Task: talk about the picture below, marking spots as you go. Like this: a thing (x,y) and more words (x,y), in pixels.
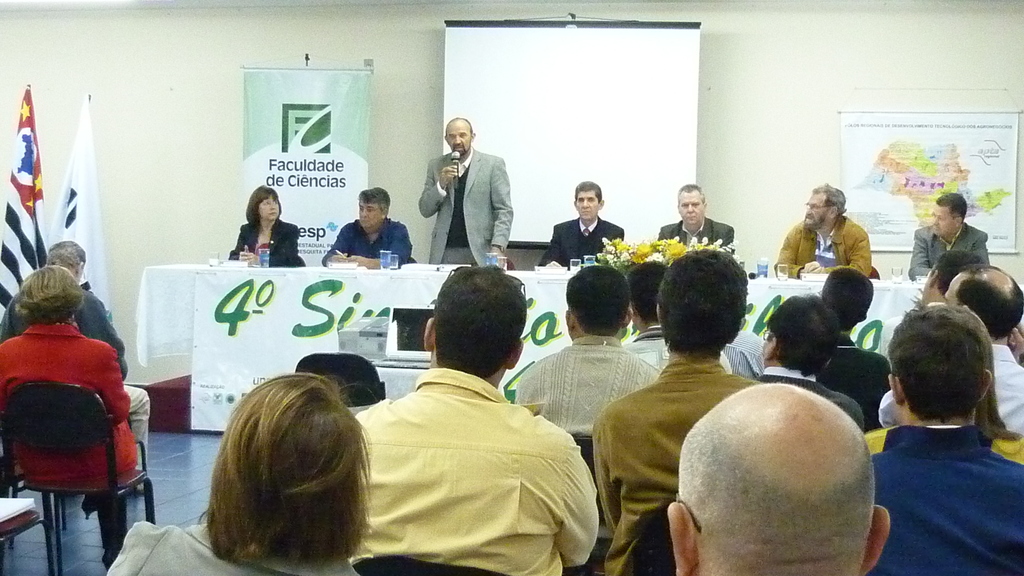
In this image i can see a group of people (318,480) sitting on a chair (70,395) at the back ground (979,250) i can see a few people (825,261) sitting and a man (498,240) standing holding a micro phone (456,154), a projector (518,132), a banner (368,82) and a wall (398,58).
